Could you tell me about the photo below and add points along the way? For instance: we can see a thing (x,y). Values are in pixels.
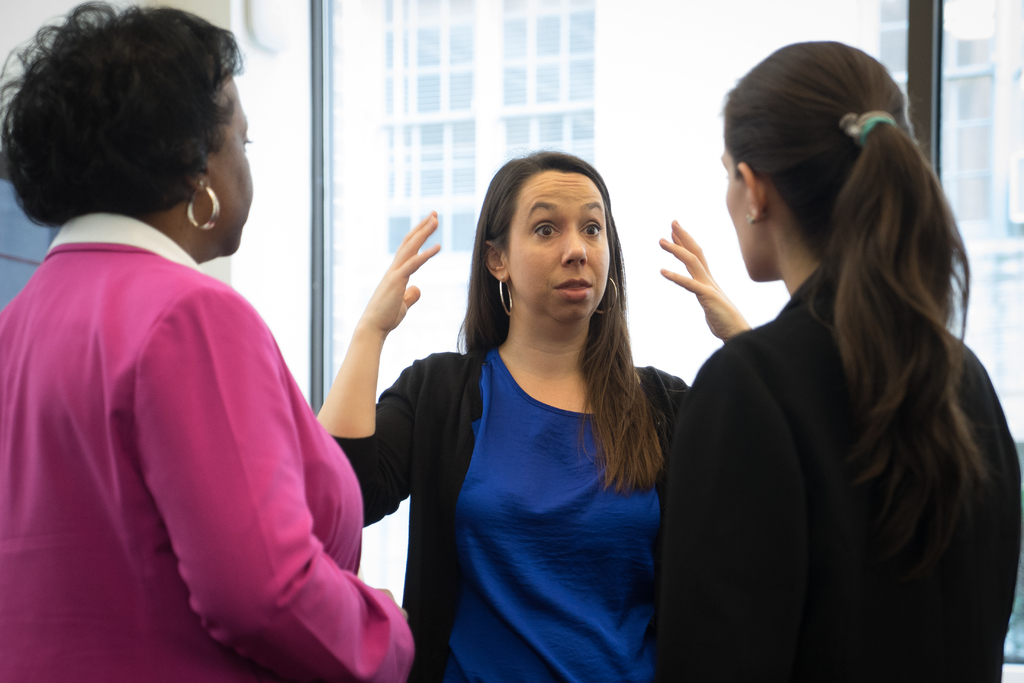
In this picture we can see there are three women (171,629) standing and a woman (496,404) in the black jacket (476,375) is explaining something. Behind the women (512,384) there are transparent glasses (502,95) and behind the glasses (486,86) there is a building (656,117).
